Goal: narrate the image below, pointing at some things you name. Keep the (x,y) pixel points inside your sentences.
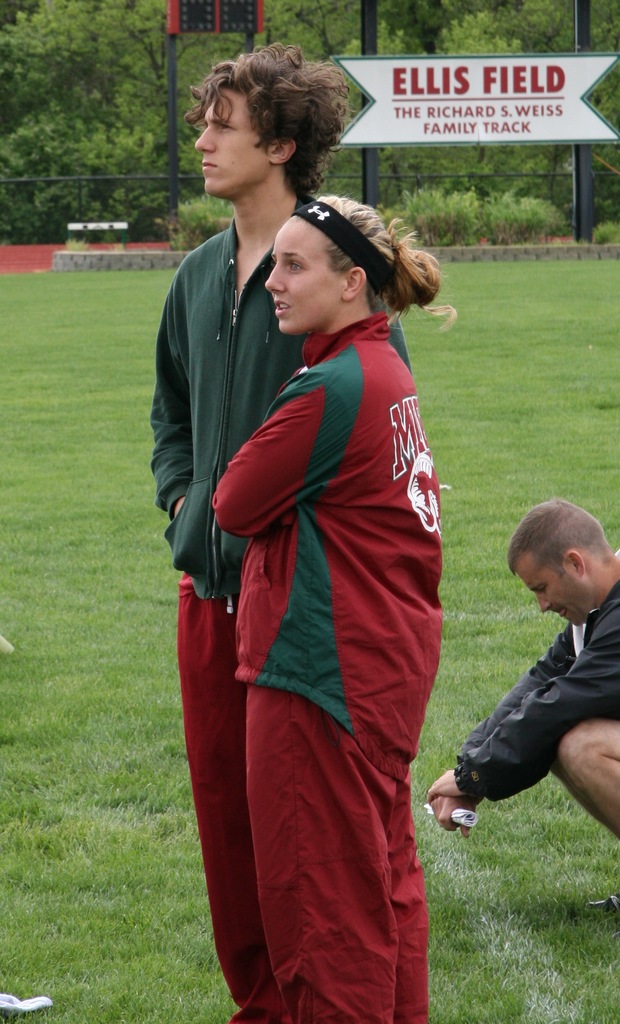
In this image we can see a man (234,782) and a woman (283,656) standing on the ground (605,840) and a man (583,736) is sitting on the ground (206,898). In the background (417,97) we can see iron poles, information board (474,108) and trees (89,108).
